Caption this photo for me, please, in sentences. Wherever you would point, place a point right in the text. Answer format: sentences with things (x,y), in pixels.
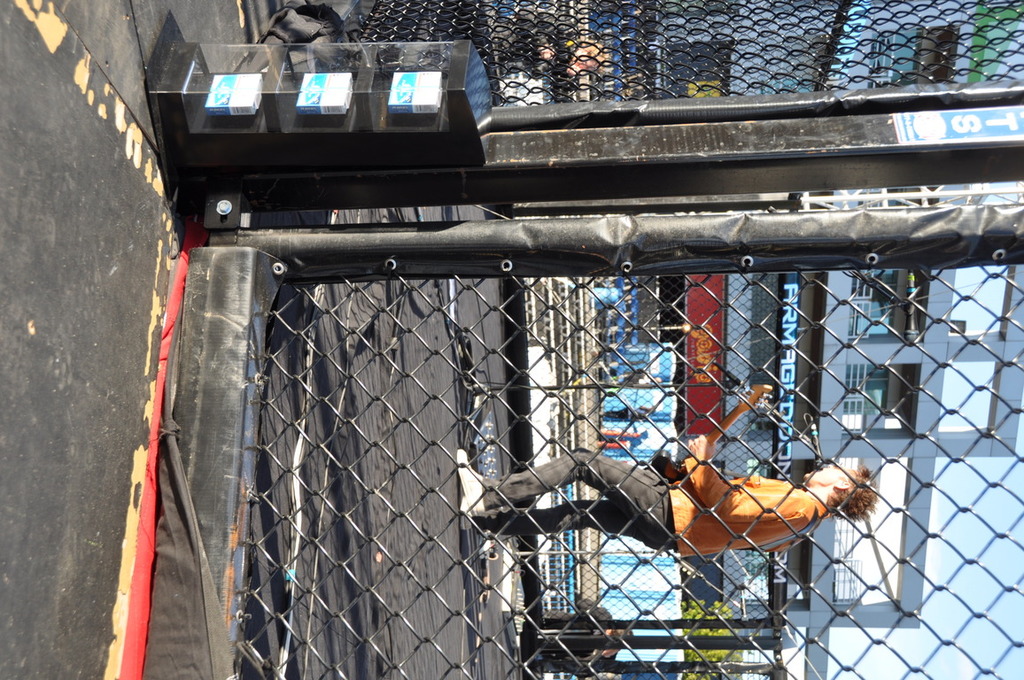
In the image there is a mesh (419,291) and inside the mesh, a person (683,508) standing and playing a guitar (677,475) and there is a building (830,405) in front of the person (866,500).
